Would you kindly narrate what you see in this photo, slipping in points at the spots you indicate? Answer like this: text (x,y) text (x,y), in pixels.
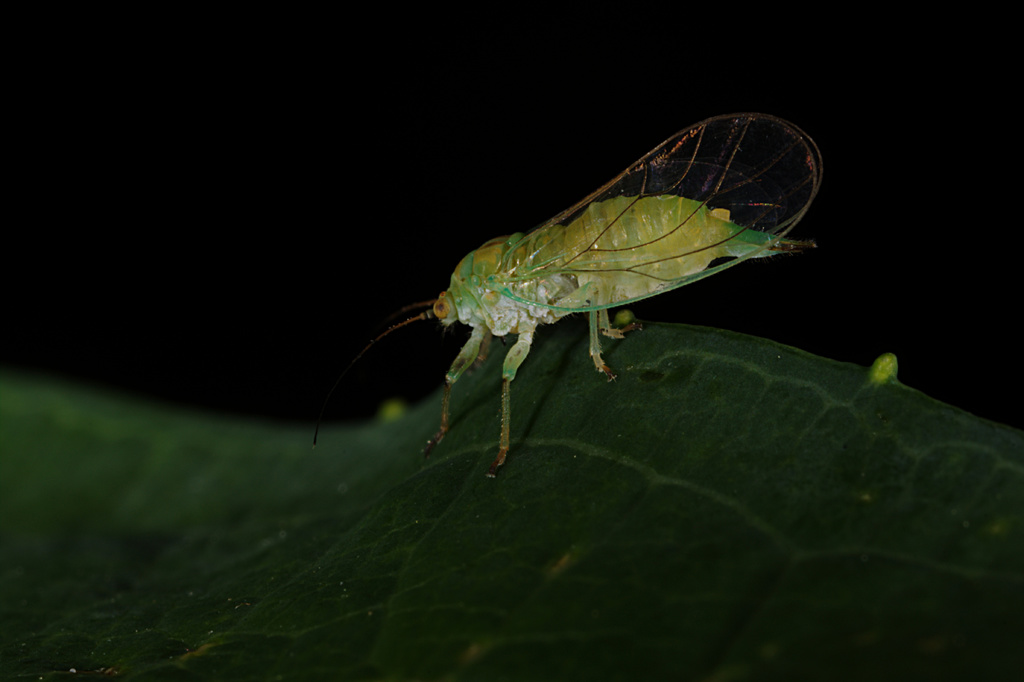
In this image I can see an insect (561,288) on the leaf (498,545). I can see the black background (823,19).
